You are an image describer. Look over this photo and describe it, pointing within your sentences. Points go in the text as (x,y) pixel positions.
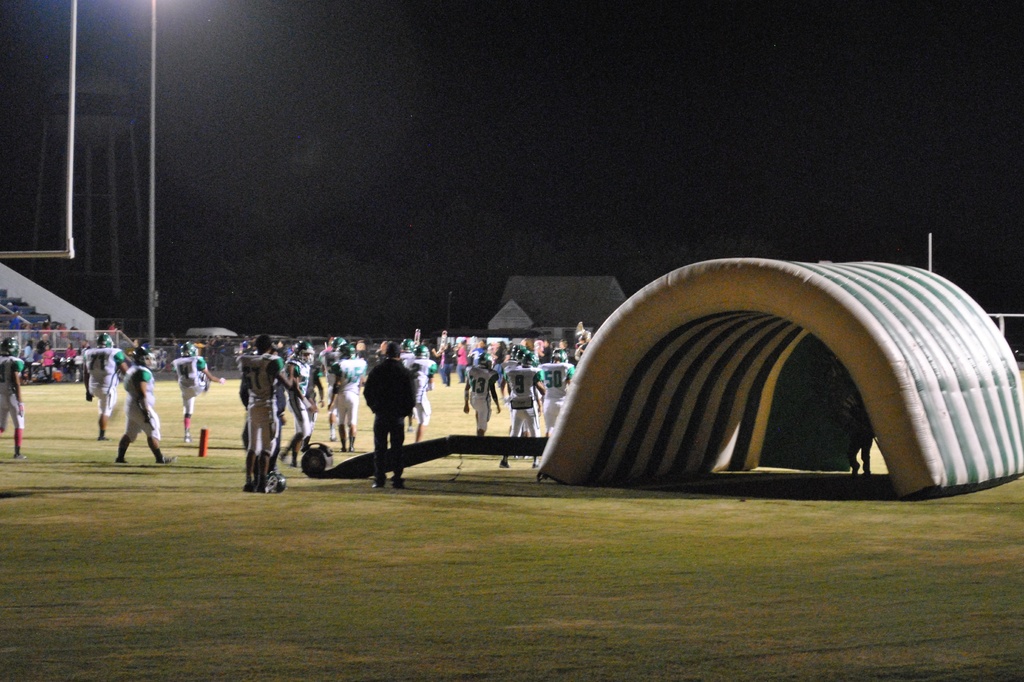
In this image I can see number of persons (294,442) are standing on the ground (337,435) and a air bag (646,356) which is white and green in color. In the background (57,305) I can see the stadium (53,294), a pole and the dark sky (416,118).
